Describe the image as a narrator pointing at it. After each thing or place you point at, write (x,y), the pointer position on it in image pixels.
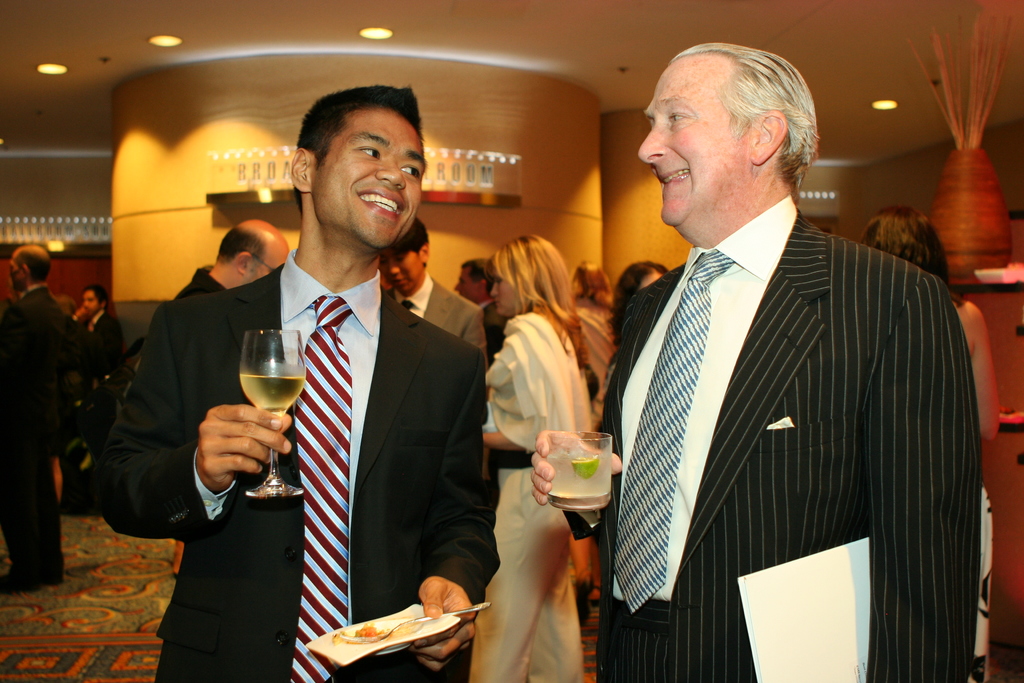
In this image there are two people (334,300) standing, a person (348,348) holding a glass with a liquid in it, plate (378,646), spoon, a person (696,663) holding a glass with a liquid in it and a book (847,605), and at the background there are group of people (54,508) standing, carpet (77,625), lights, objects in the racks (999,436), sticks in a pot (974,262).
